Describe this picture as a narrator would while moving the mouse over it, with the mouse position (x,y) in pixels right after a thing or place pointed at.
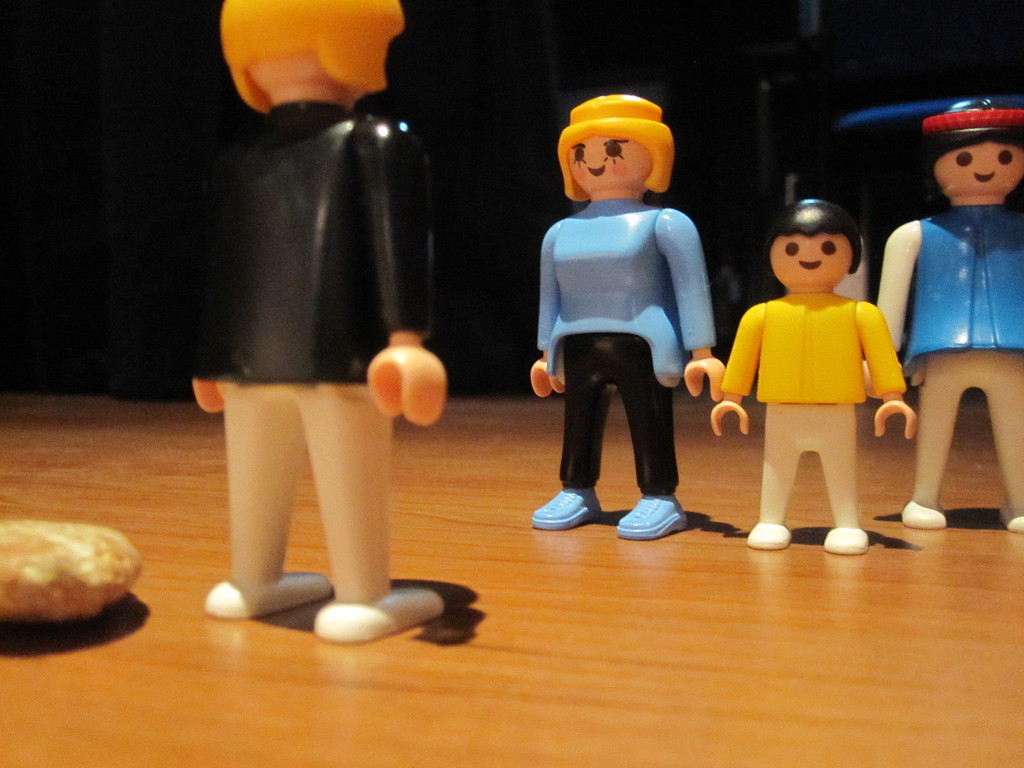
In this image we can see toys (812,296) on the wooden surface (858,575).
